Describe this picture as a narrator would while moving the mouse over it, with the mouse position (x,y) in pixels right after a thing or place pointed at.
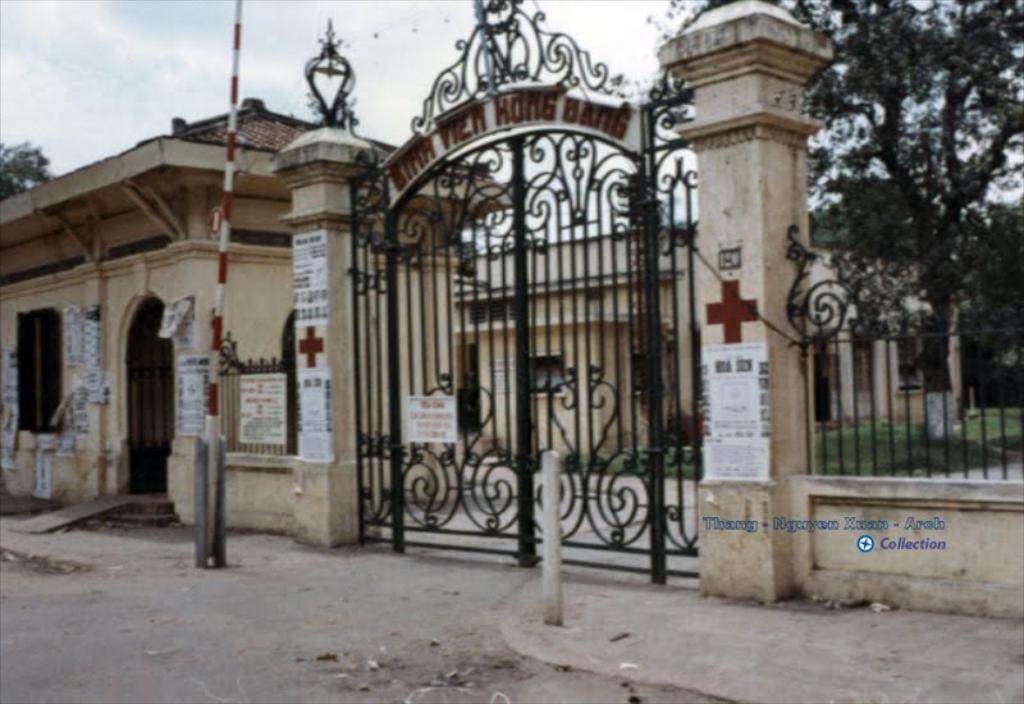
It is a gate (394,313) in front of the hospital (523,259) and on the wall (268,481) of the hospital (207,329) there are some posters (195,378) attached and there is a black fencing (849,405) around the hospital (868,371), inside the gate (592,474) there is a big tree (907,215) and in the background (274,36) there is a sky (274,36).
